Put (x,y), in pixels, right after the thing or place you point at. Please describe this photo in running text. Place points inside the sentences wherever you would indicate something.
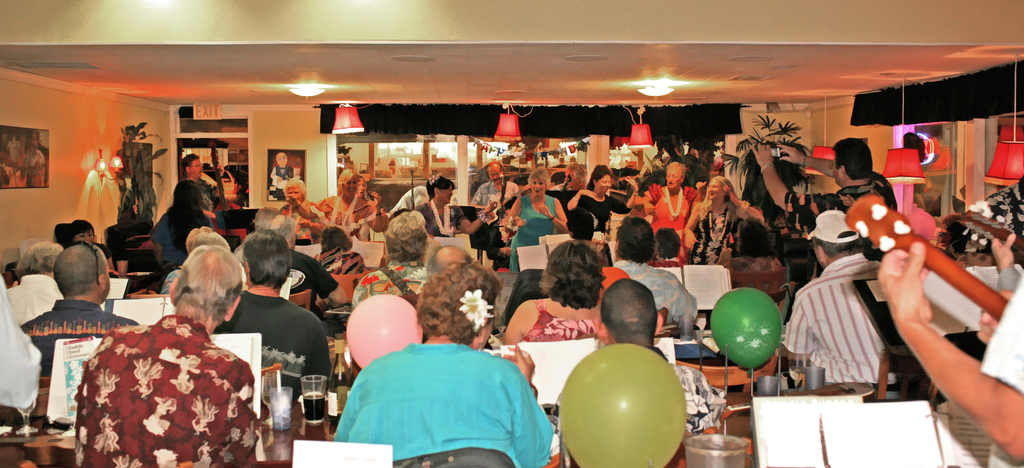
In the foreground of this picture (440,311), there are persons (535,410) sitting on the chair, glasses (310,395), balloons (768,345), books (921,421), musical instruments (988,221) and in the background (670,195), there are persons (576,201) dancing, lamps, lights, photo frames (280,179), wall (77,148), and the ceiling (650,63).
